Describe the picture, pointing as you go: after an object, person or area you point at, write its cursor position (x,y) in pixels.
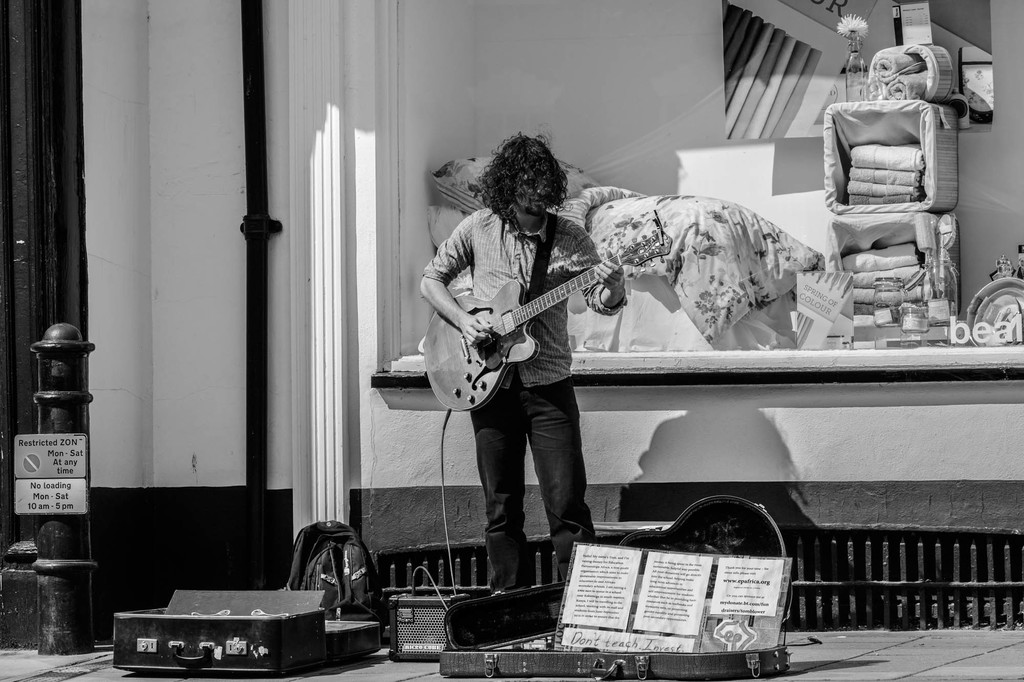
Here we can see a man (455,276) standing on the streets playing a guitar (556,300) and there are boxes (503,641) placed in front of him and there is a backpack (357,542) beside him, behind him we can see blankets (647,198) and pillow (450,193).
